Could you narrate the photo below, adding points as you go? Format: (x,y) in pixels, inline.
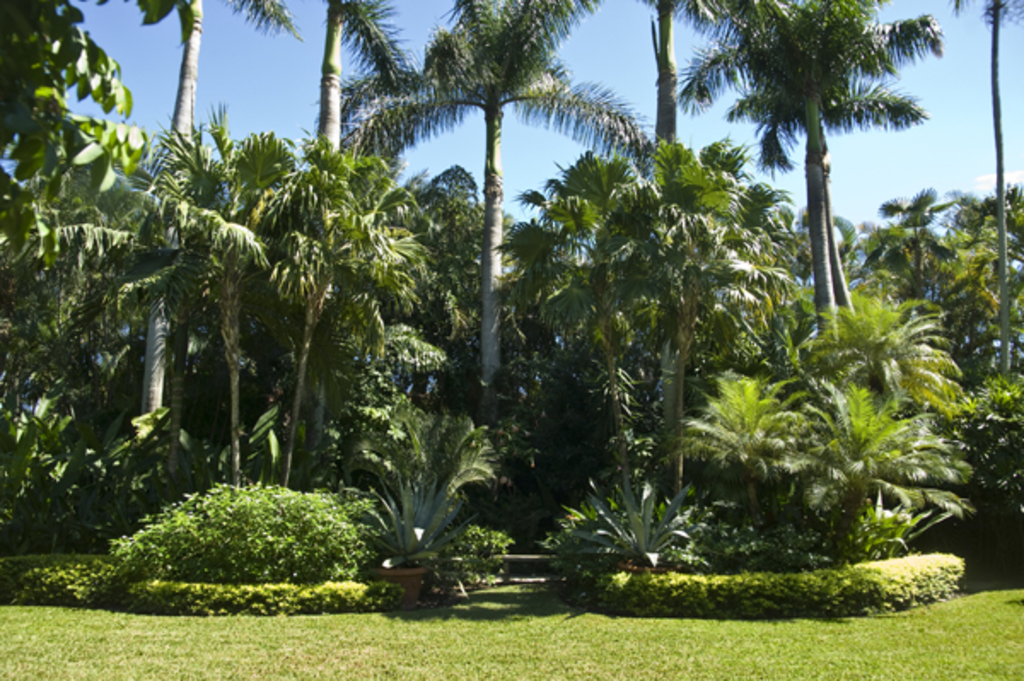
In this picture i can see many trees (142,315). At the bottom (837,545) i can see many plants (387,535) and grass (600,667). At the top (970,151) there is a sky (961,163). On the right (970,181) there is a cloud (993,187).
